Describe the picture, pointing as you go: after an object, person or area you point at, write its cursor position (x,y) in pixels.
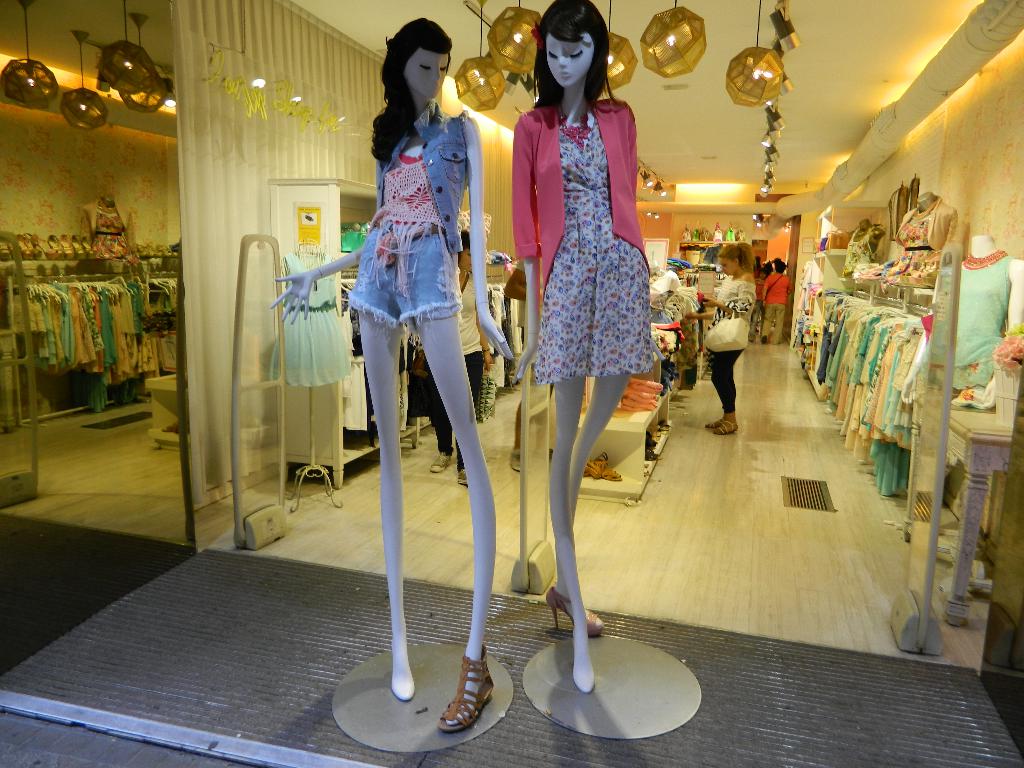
In the picture I can see mannequins (554,503) which has clothes (440,253) on them. In the background (627,392) I can see people (726,374), clothes (658,280), lights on the ceiling (799,106), walls (701,202) and some other objects (539,468).
